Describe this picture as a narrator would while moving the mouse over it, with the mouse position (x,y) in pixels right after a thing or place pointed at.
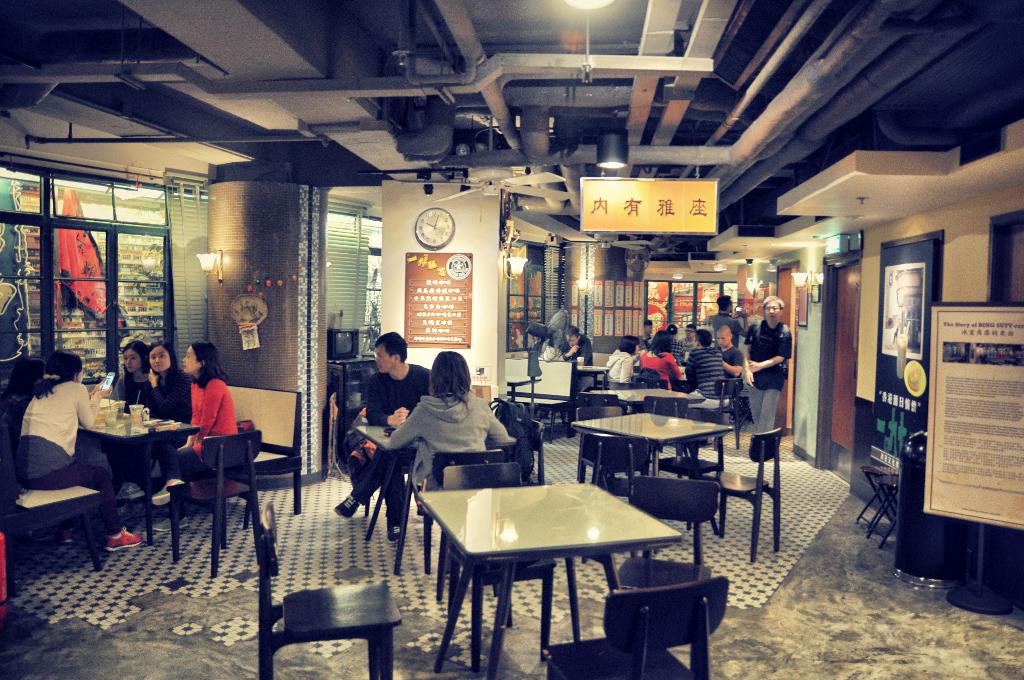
There are group of people (154,382) sitting in a restaurant (430,360) and there is a table (147,431) in front of them which has some eatables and drinks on it.
